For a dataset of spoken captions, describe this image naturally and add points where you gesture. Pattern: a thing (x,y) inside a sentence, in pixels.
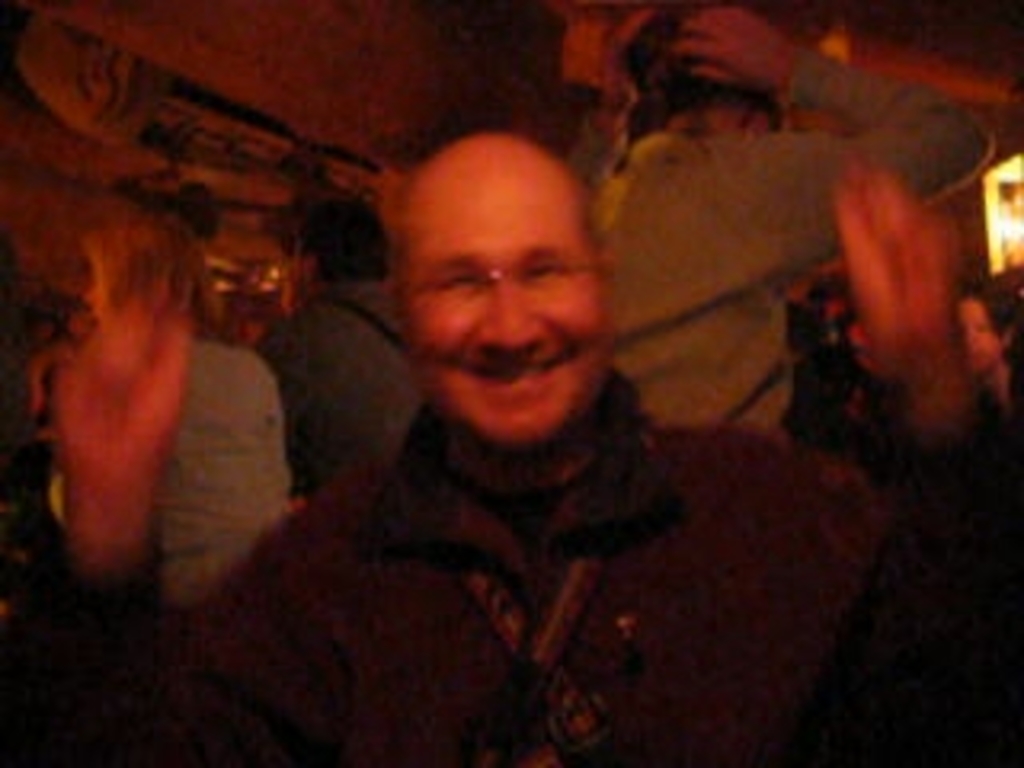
Here in the middle (495,344) we can see an old person (507,426) in a black colored jacket (352,584) present over there smiling and behind him also we can see other people (338,369) sitting and standing all over the place.
